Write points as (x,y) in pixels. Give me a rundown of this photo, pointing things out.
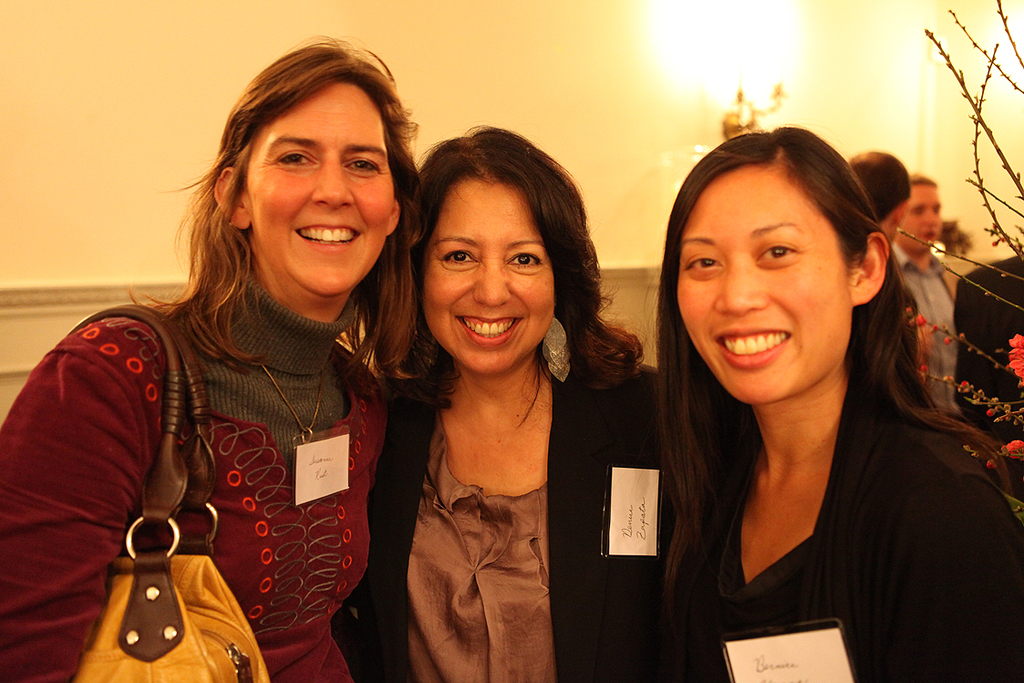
In this image I can see there are three women (125,463) who are smiling and the woman (273,531) on the left side (184,600) is wearing a bag (171,636). Behind these people (502,354) we have white color wall (669,54) with lamp (748,48) and two other people (923,206).
